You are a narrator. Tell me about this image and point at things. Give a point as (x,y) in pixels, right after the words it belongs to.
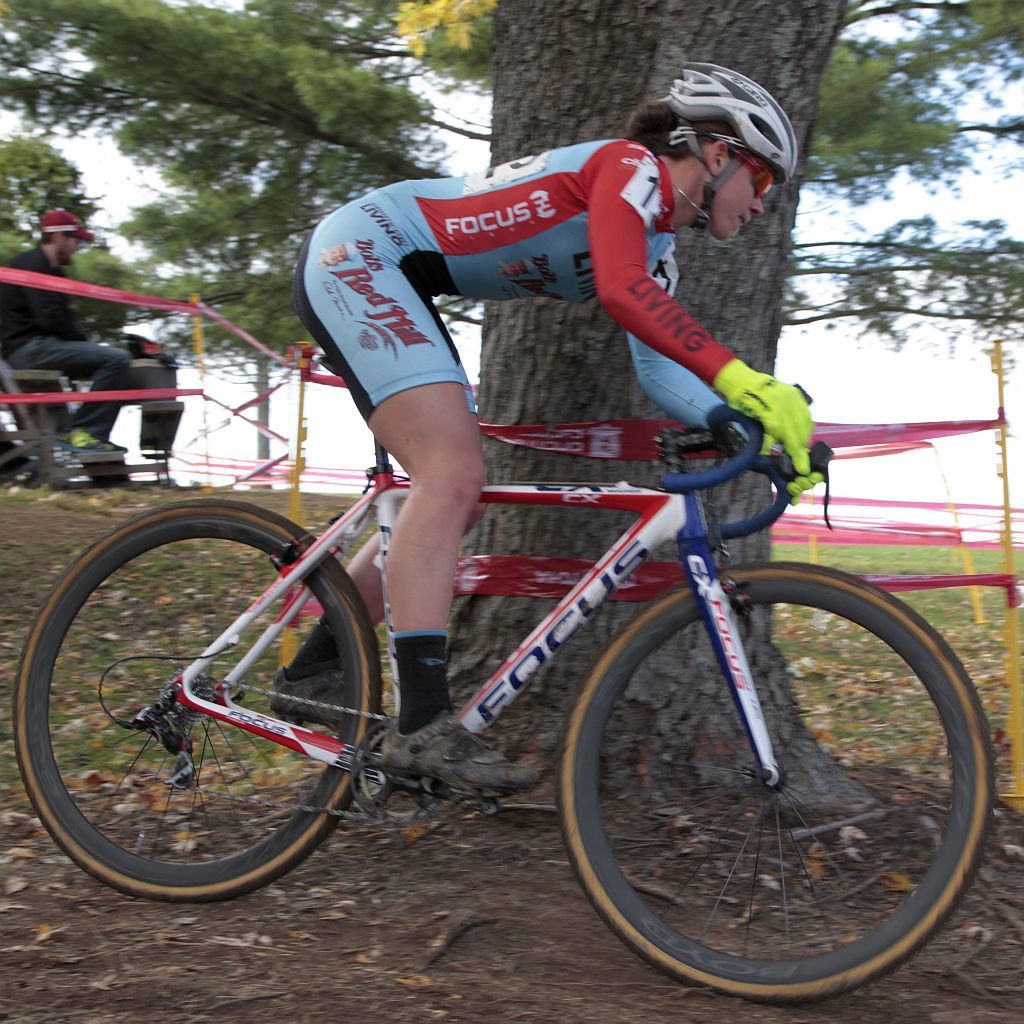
In the middle of this image (653,378), there is a person (712,200) wearing a helmet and light green color gloves (787,402) and cycling on the ground (568,1016). Beside this person (369,370), there is a tree (617,6). In the background (571,430), there are pink color ribbons (589,436) attached to the poles (1003,448), there is a person (108,374) sitting, there are trees (928,146) and there is sky (1011,347).
